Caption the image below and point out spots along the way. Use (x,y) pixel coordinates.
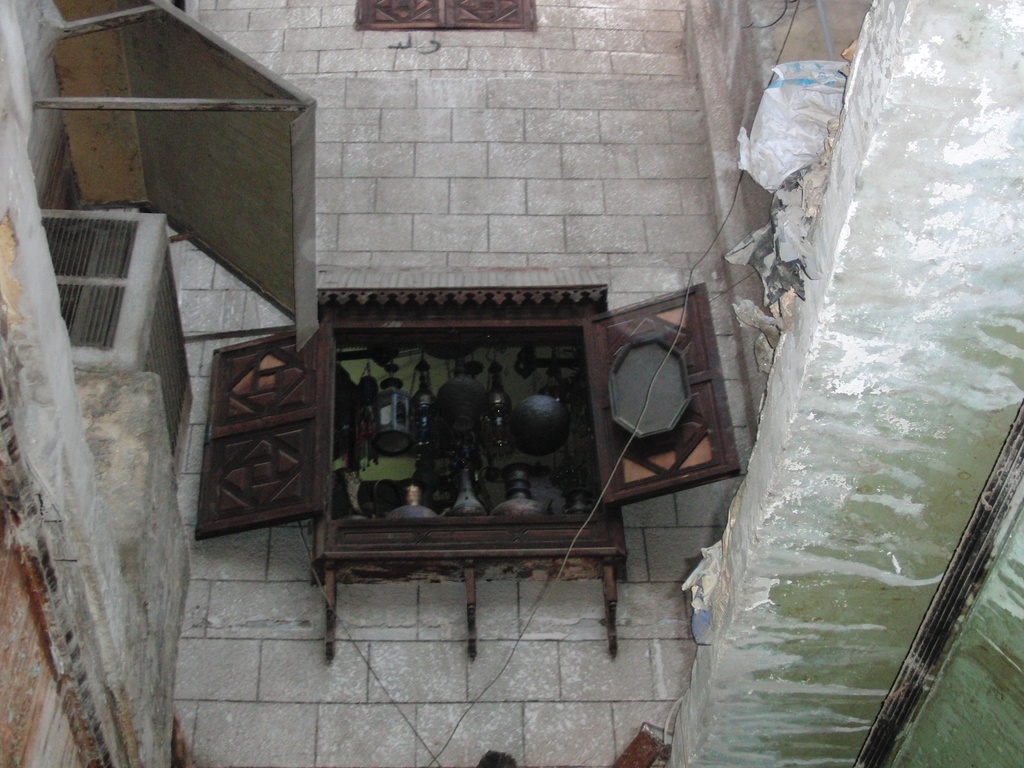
In the center of the picture (676,277) it is wall (514,74), to the wall (444,90) there are windows (387,11), through the windows (368,534) we can see some kitchen utensils (431,440). On the left (56,486) there are air conditioner (111,276), roof (100,158) and wall (18,229). On the right (906,274) it is wall (850,577). At the bottom (406,724) there are cables (486,691).
